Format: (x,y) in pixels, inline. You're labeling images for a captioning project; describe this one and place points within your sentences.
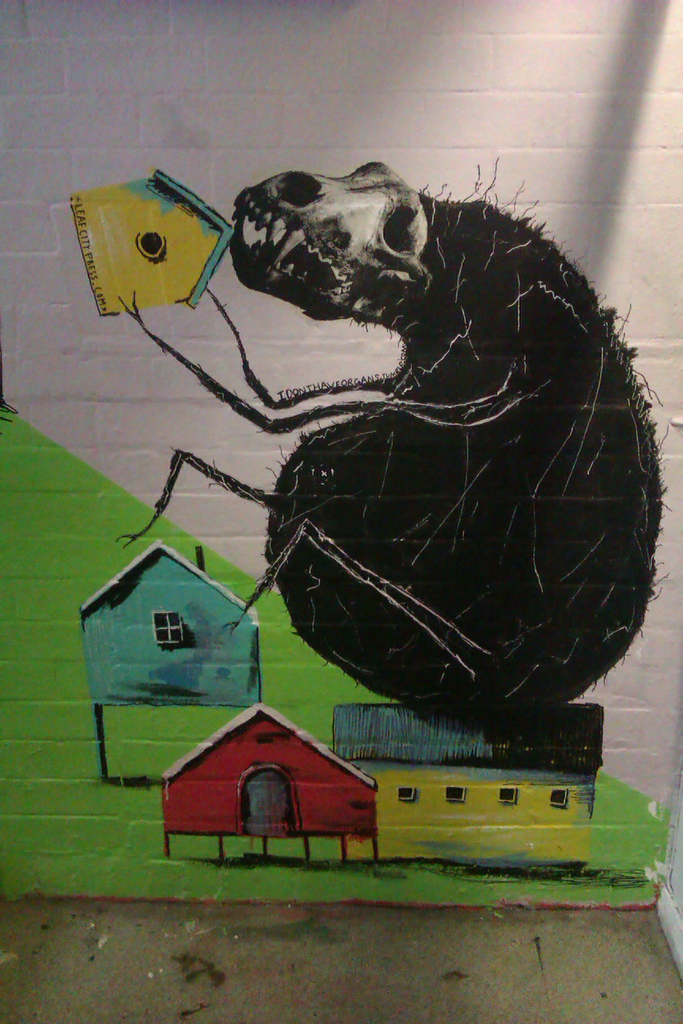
This image is taken indoors. In this image there is a wall (247,649) with a painting (440,632) on it. At the bottom of the image (277,958) there is a floor (578,973).
